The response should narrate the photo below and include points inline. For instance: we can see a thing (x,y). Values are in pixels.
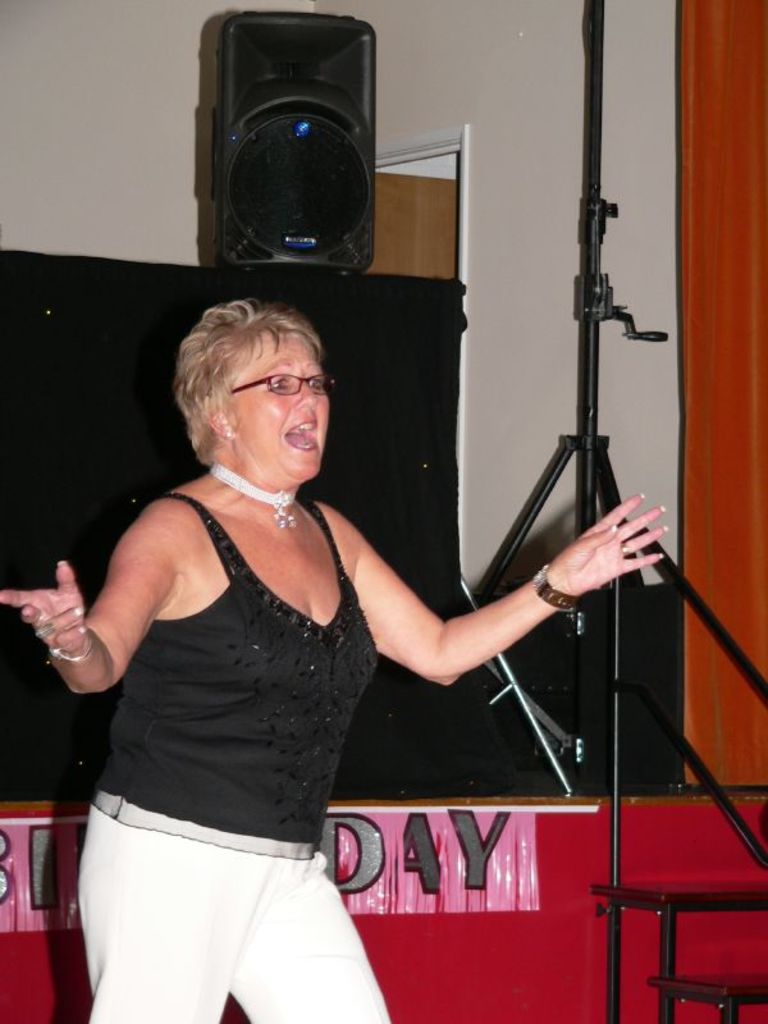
In this picture I can see a woman (225,680) standing and singing and I can see a speaker (313,172) and I can see text (2,833) on the cloth (27,917) and I can see a door (446,231) in the back (412,257).
